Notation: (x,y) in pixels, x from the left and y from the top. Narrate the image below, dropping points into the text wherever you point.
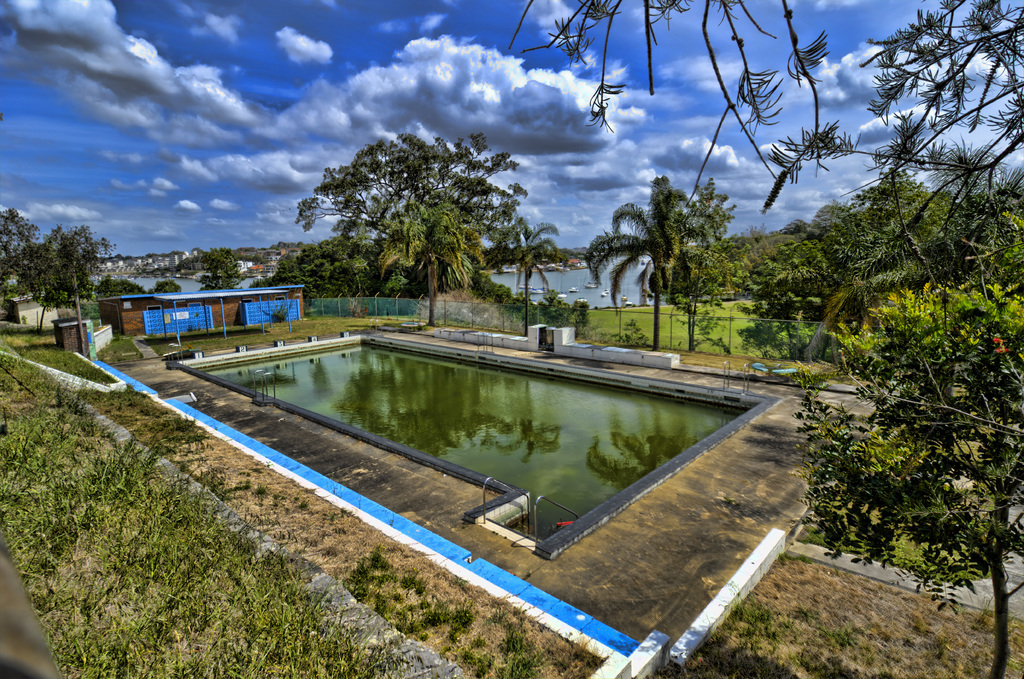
In the picture we can see a swimming pool (225,370) around it, we can see a path (526,357) and behind it, we can see a fencing (790,339) and beside it, we can see a house (280,296) and behind the fencing (459,309) we can see some trees (659,326) and grass surface (675,326) and far away from it we can see water surface (583,280) and in the background (545,209) we can see a sky (545,209) with clouds (686,181).
